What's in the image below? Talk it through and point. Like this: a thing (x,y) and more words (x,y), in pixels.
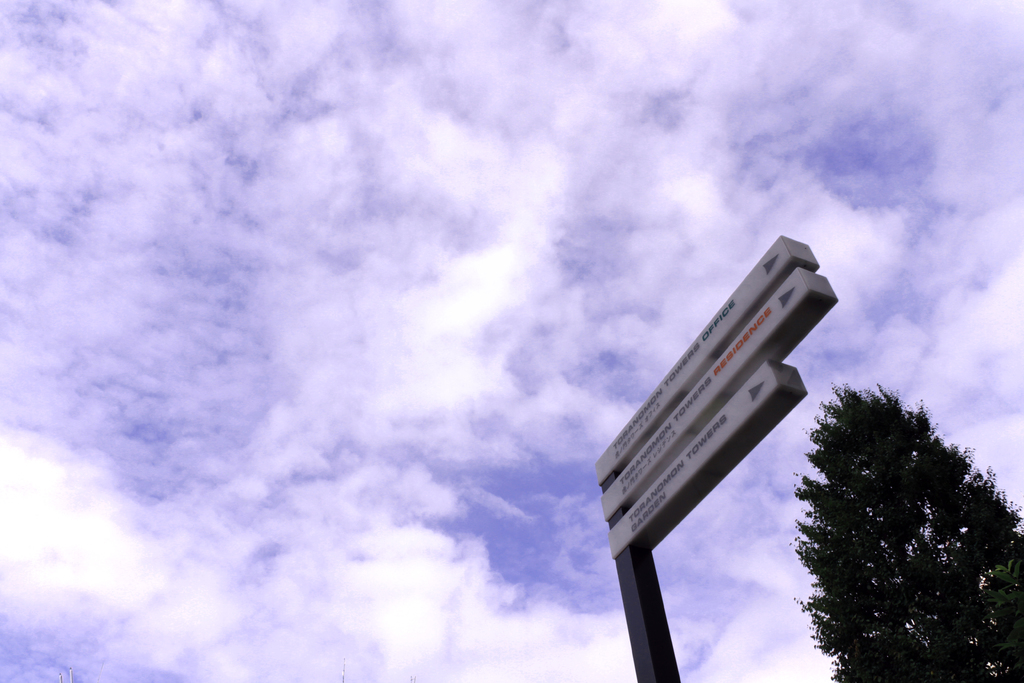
In this image we can see a street sign (623,454) to a pole (667,653). We can also see a tree (975,593) and the sky (315,410) which looks cloudy.
